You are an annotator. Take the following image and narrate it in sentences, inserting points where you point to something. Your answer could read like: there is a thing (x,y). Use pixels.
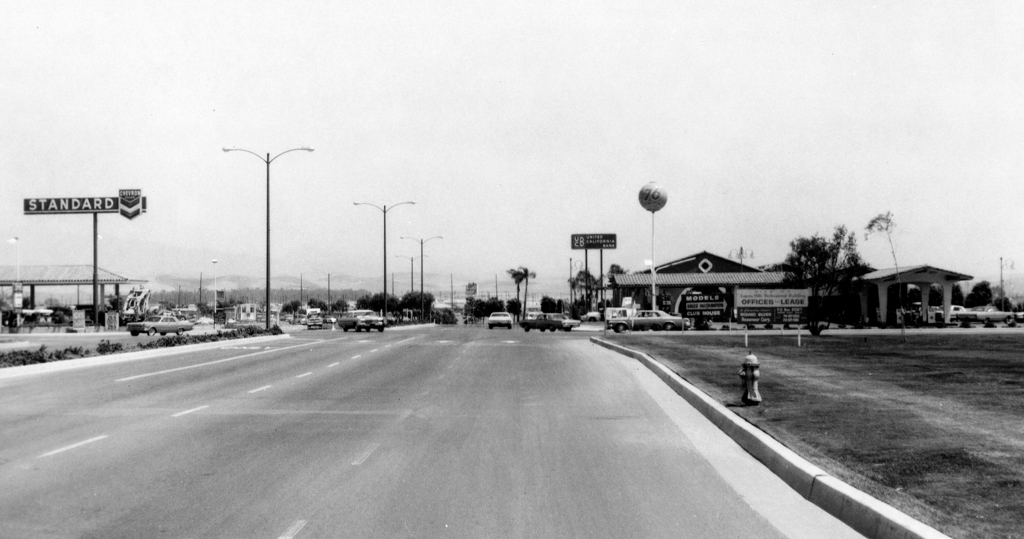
In the middle of the image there are some vehicles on the road (53,504). Behind the vehicles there are some poles (97,284), trees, hoardings (613,243) and buildings (80,274). At the top of the image (107,77) there is sky (740,184). At the bottom of the image (887,378) there is grass (920,342).
